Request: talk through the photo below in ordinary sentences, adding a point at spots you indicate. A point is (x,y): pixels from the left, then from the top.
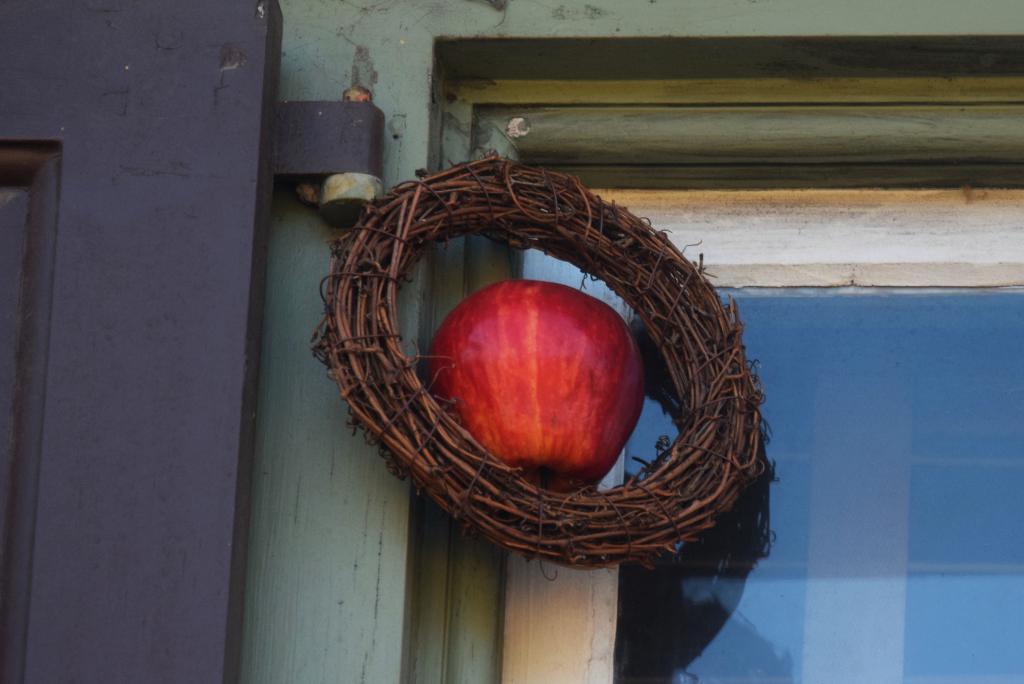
In this image there is an apple (599,351) in the middle (535,355). Around the apple (531,380) there is a wreath (599,259). On the right side (862,556) there is a glass window (870,475). On the left side (205,274) it seems like a door (170,287).
